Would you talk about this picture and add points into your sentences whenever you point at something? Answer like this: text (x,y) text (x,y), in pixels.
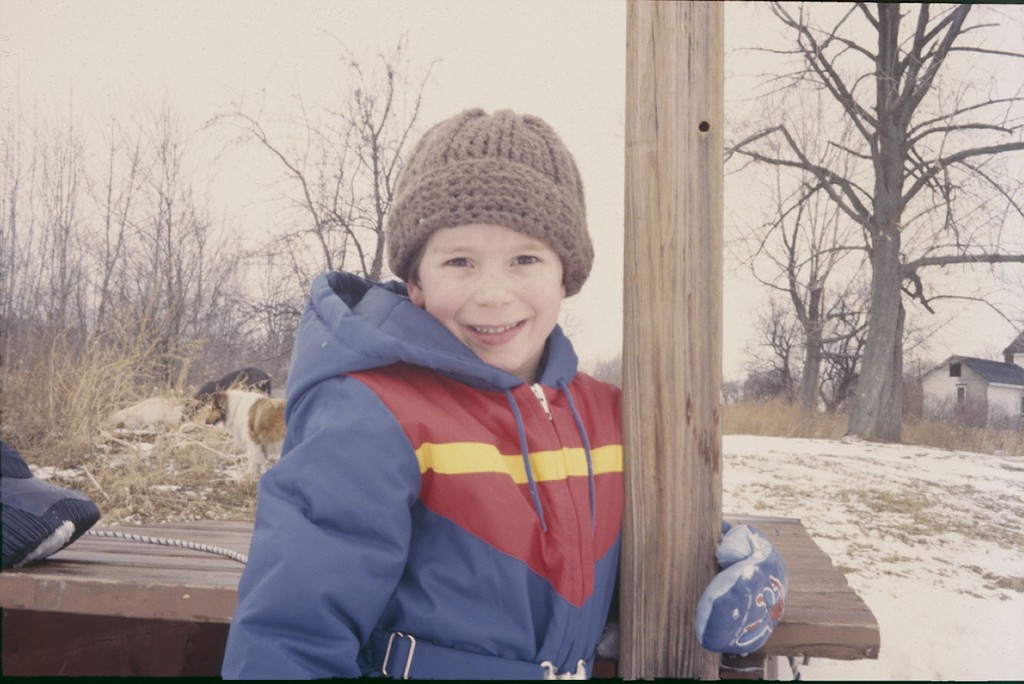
In the foreground (513,593) I can see a boy (560,561), table (231,569) and dogs (255,369). In the background (851,337) I can see trees (850,337), houses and the sky (97,113). This image is taken may be during a day.
